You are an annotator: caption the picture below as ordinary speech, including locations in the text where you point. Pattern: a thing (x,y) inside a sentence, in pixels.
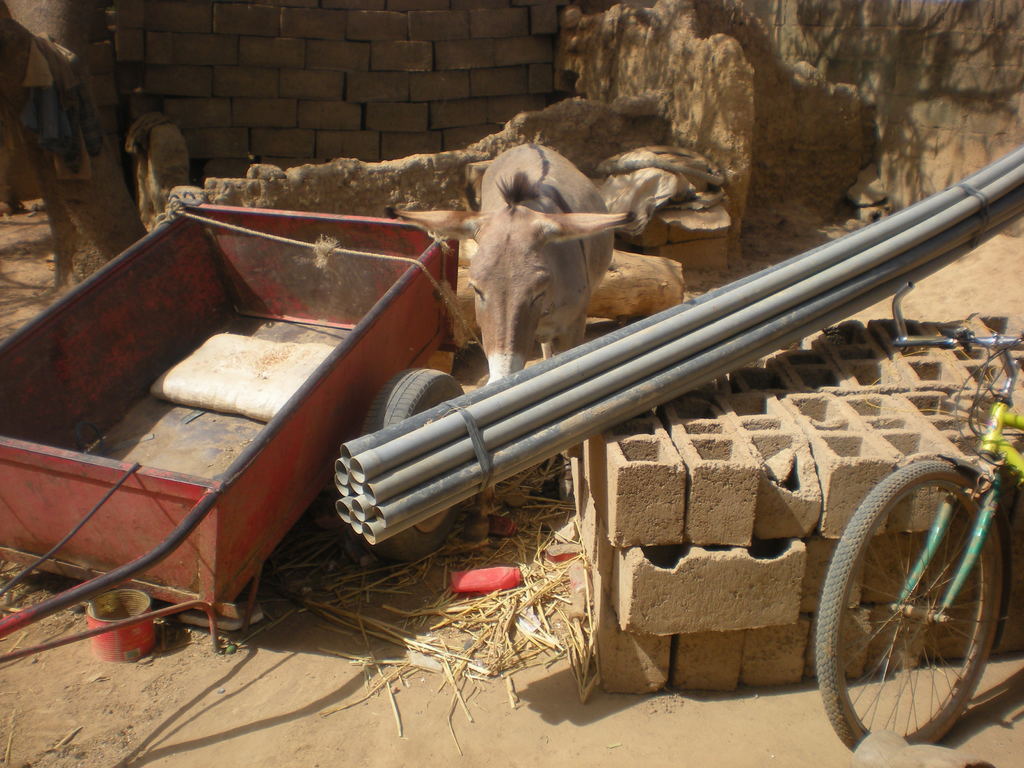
In this picture we can see a donkey (508,313), pipes (437,451), bricks (790,440), bicycle (864,558), grass (476,600) and a cart (256,515) on the ground (48,695) and in the background (652,8) we can see wall (566,26).
